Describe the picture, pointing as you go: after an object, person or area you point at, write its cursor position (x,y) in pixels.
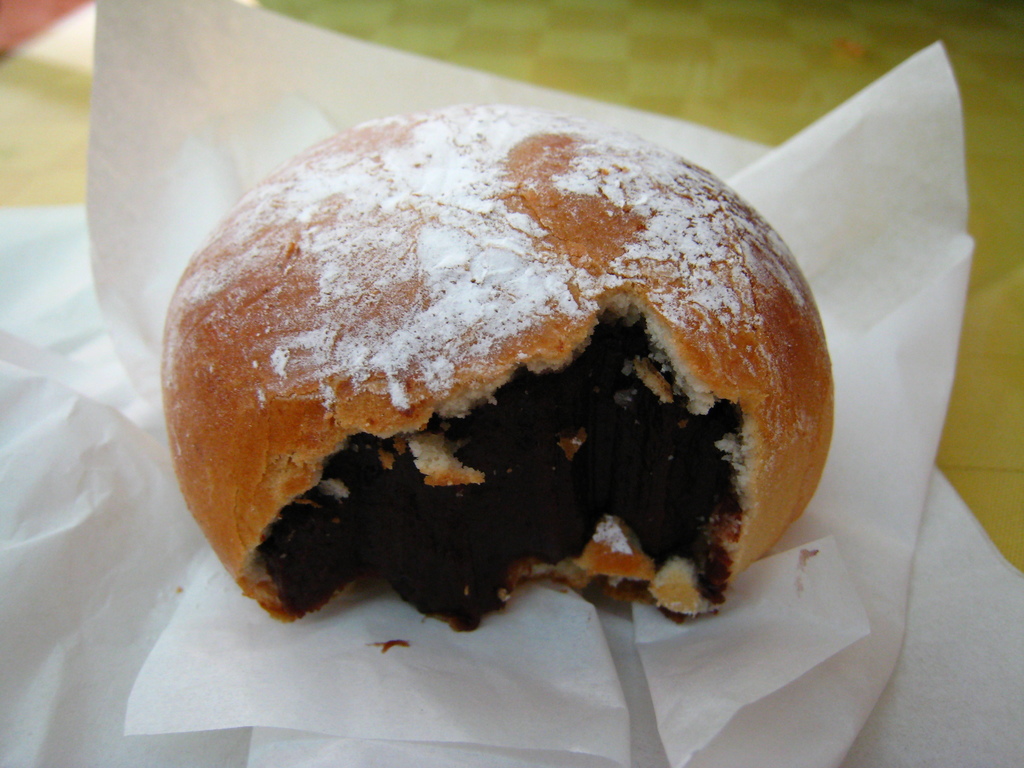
In the center of the image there is a table (987,53). On the table (987,53) we can see food item (592,366) with tissue papers (612,695).
